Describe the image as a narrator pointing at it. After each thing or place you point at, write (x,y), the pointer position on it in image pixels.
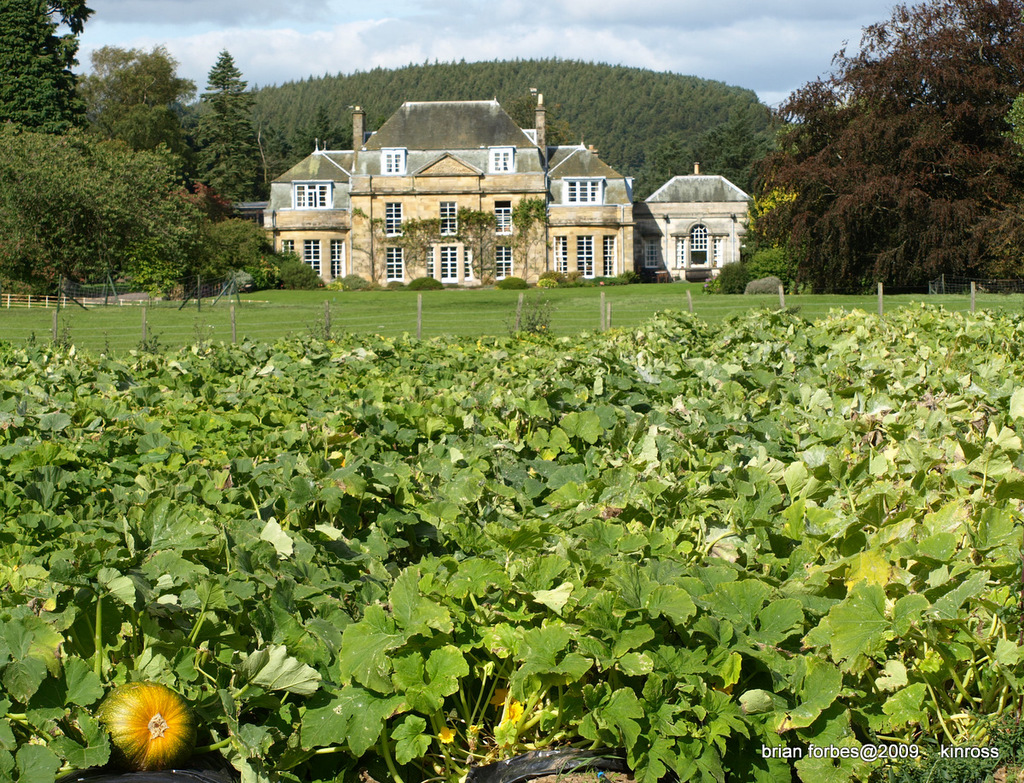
In this image we can see plants (696,600), fencing (186,296), grassy land (277,309), buildings (674,210) and trees (524,95). The sky (555,30) is covered with clouds (292,51). There is a fruit (150,722) in the left bottom of the image (148,722) and watermark (878,756) in the right bottom of the image (814,753).
